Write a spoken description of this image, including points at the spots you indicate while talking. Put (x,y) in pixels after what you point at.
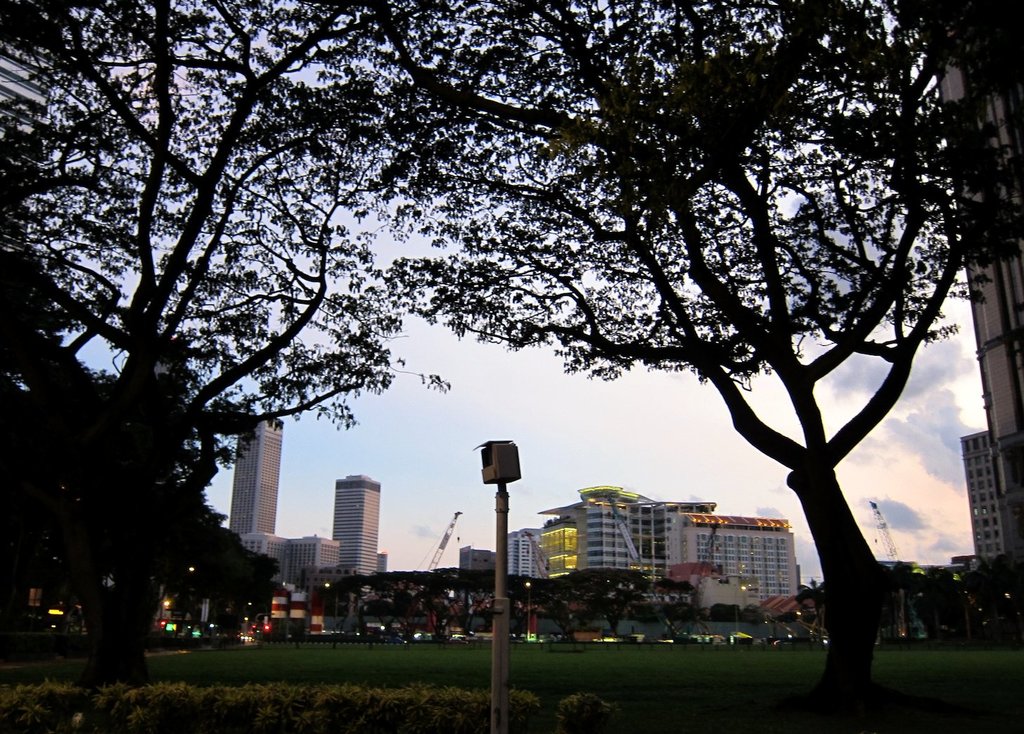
There is a tree (99,442) on the left side of this image (95,428) and on the right side of this image (821,438) as well. We can see trees (337,601), buildings (361,546) and a pole (501,573) in the middle of this image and the sky (515,424) is in the background (464,360).
